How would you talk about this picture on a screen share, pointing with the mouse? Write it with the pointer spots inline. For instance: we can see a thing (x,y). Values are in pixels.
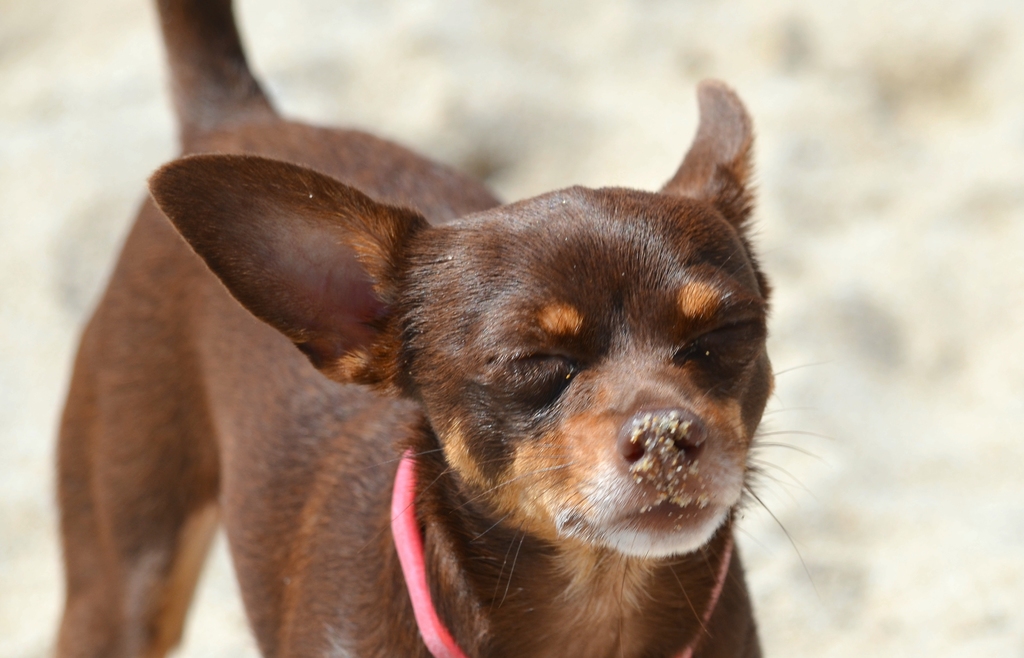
In this image there is a dog (324,397) standing on the ground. There is a belt (423,591) around its neck (503,588). There is the sand (649,457) on its nose (651,440). Behind it, it is blurry.
